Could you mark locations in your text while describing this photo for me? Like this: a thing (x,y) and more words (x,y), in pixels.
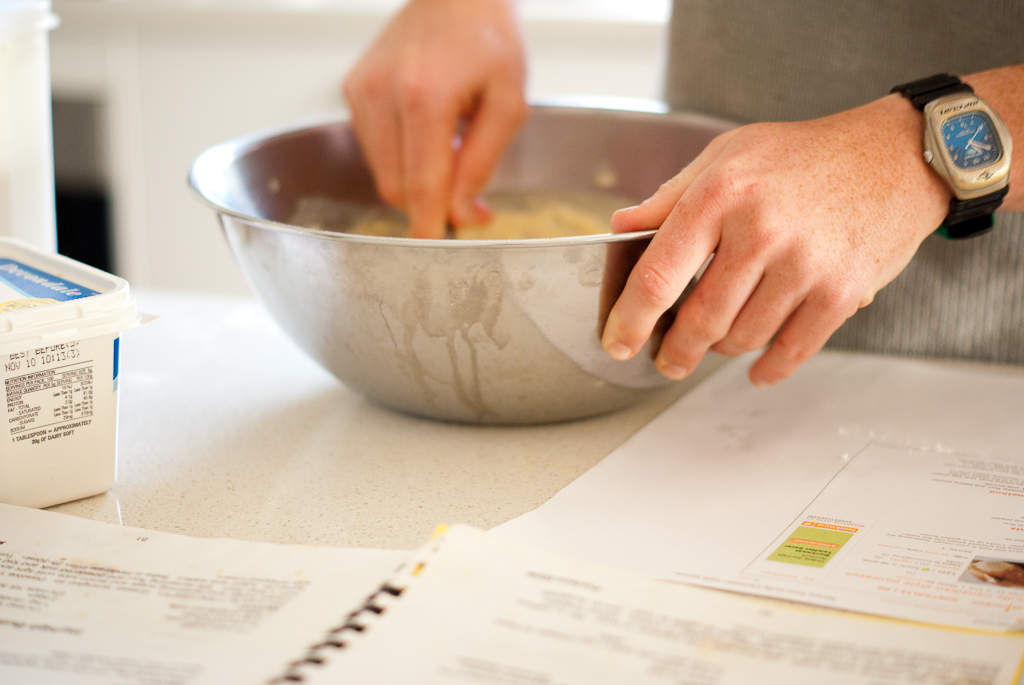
On the table (238,407) I can see the bowl (403,279), box (60,279), paper (727,446) and book (362,640). Beside the table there is a person (880,299) who is wearing watch (943,93) and t-shirt (964,264). The person (427,222) is mixing with fingers (427,226). In the back (334,28) I can see the blur image.
